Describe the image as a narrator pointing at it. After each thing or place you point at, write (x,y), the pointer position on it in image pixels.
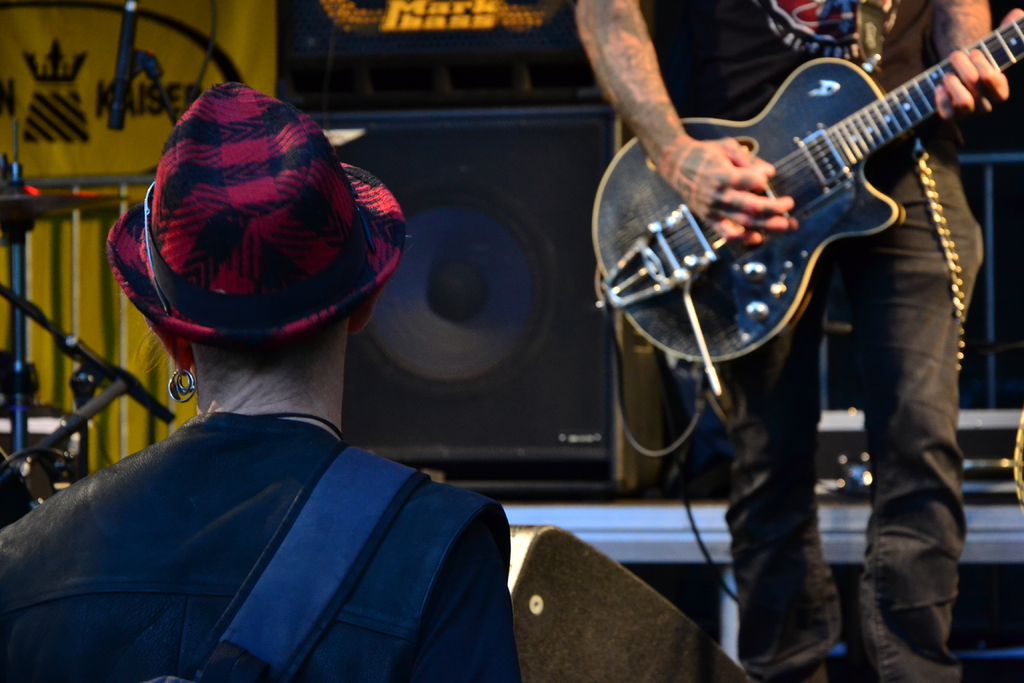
In this image a person (619,39) is standing, holding and playing a guitar (782,169) at the right side of image (900,472). In the left side (12,626) there is a person (71,677) wearing a hat (263,306) and earrings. Middle of the image (582,250) there is a sound speaker (576,300).
